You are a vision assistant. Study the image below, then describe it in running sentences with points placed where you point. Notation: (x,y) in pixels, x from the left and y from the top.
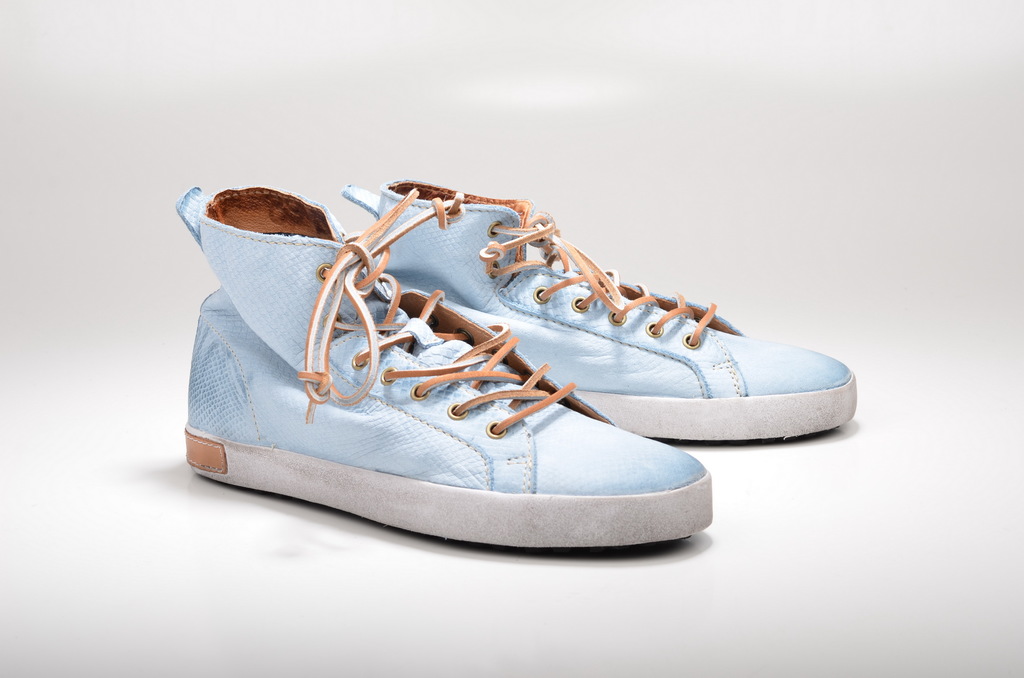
In the image we can see there are shoes (671,392) kept on the table (626,613).
